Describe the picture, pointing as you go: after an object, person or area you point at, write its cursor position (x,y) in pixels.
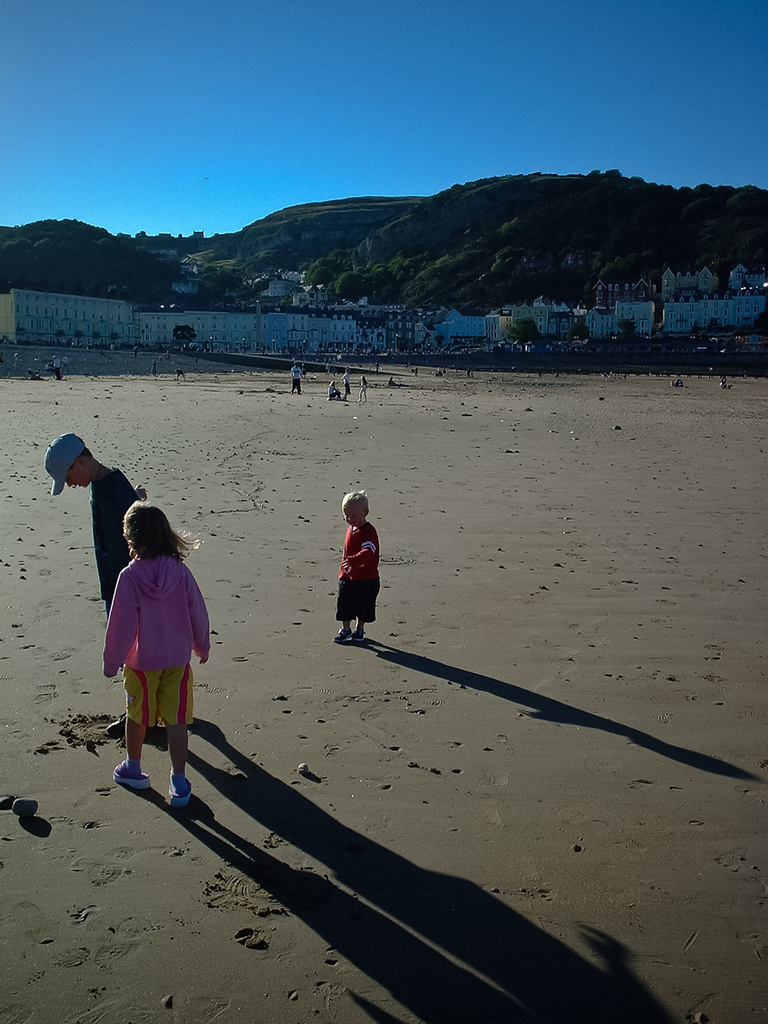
In this picture we can see there are some people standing on the sand (225,655) and behind the people (162,655) there are buildings (276,320), trees (374,280), hills (338,230) and the sky (328,118).
